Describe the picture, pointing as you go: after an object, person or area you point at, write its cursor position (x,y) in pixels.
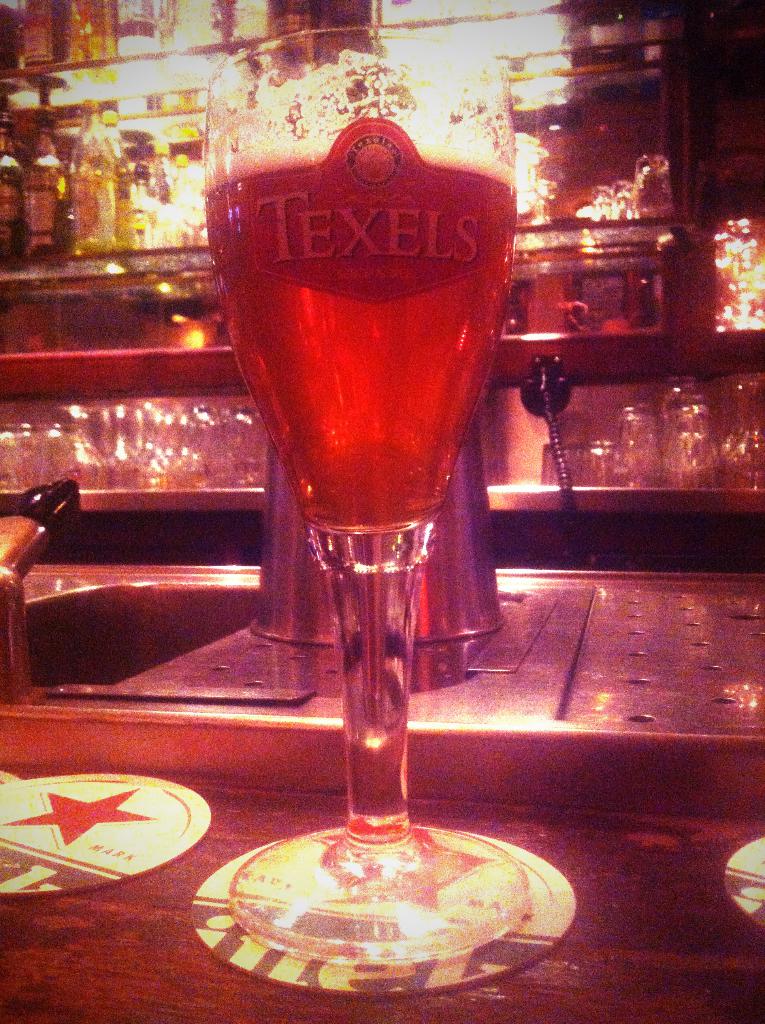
In the center of the image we can see a platform (576,824). On the platform (579,824), we can see a glass (374,658) with some liquid (412,460) in it, sink (312,721) and a few other objects (756,849). And we can see some text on the glass (256,294). In the background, we can see glasses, bottles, lights (523,34) and a few other objects (597,47).
